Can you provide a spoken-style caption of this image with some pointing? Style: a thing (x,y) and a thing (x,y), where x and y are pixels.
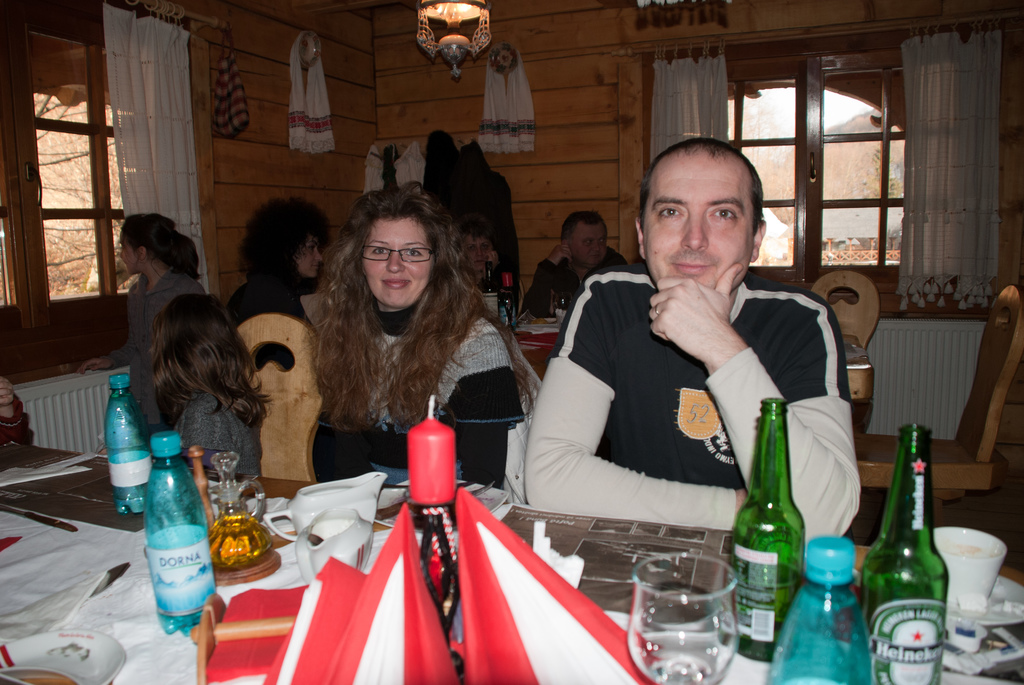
This image is taken inside a room (919,367). There are few people (250,436) in this room (288,470). At the bottom of the image (631,560) there is a table (750,677) which has water bottle (124,470), beer bottle (926,581), glass (716,580), candle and a candle holder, cup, plate (86,645) and tissues (61,474) on it. At the top of the image (123,38) there is a wall (845,35) with curtains (719,140) and window (791,83). In the left side of the image (171,259) there is a woman (143,233) standing near window (100,282). In the right side of the image (1000,365) there is an empty chair (999,459).
